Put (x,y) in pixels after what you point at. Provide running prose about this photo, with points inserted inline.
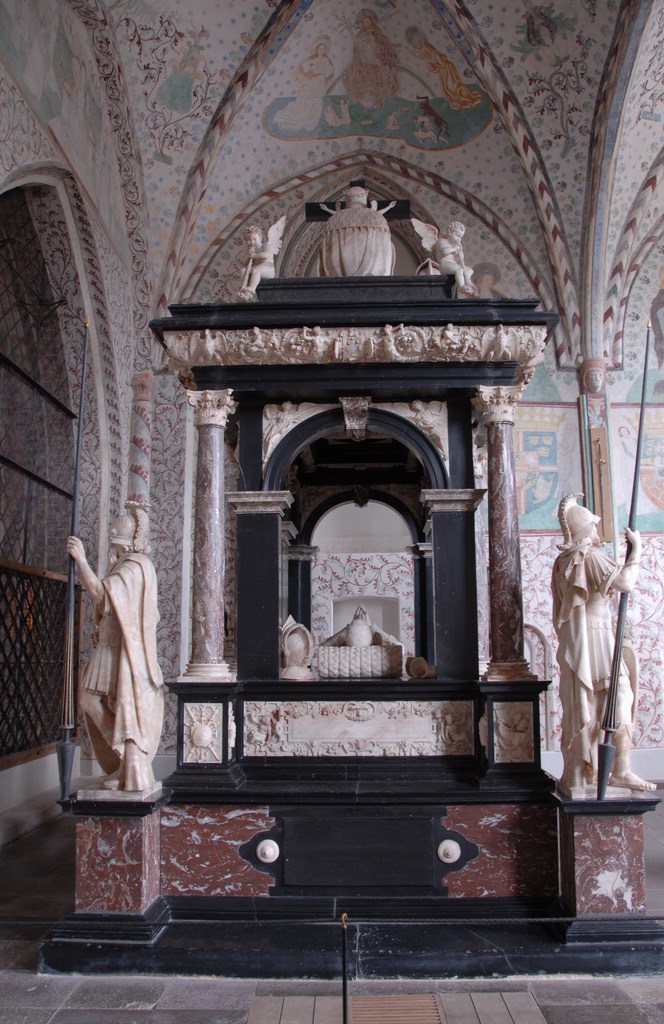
In this picture we can see an inside view of a building (265,192), on the right side (595,639) and left side (105,658) there are two statues (625,663), in the background (608,510) there is a wall (548,475).
